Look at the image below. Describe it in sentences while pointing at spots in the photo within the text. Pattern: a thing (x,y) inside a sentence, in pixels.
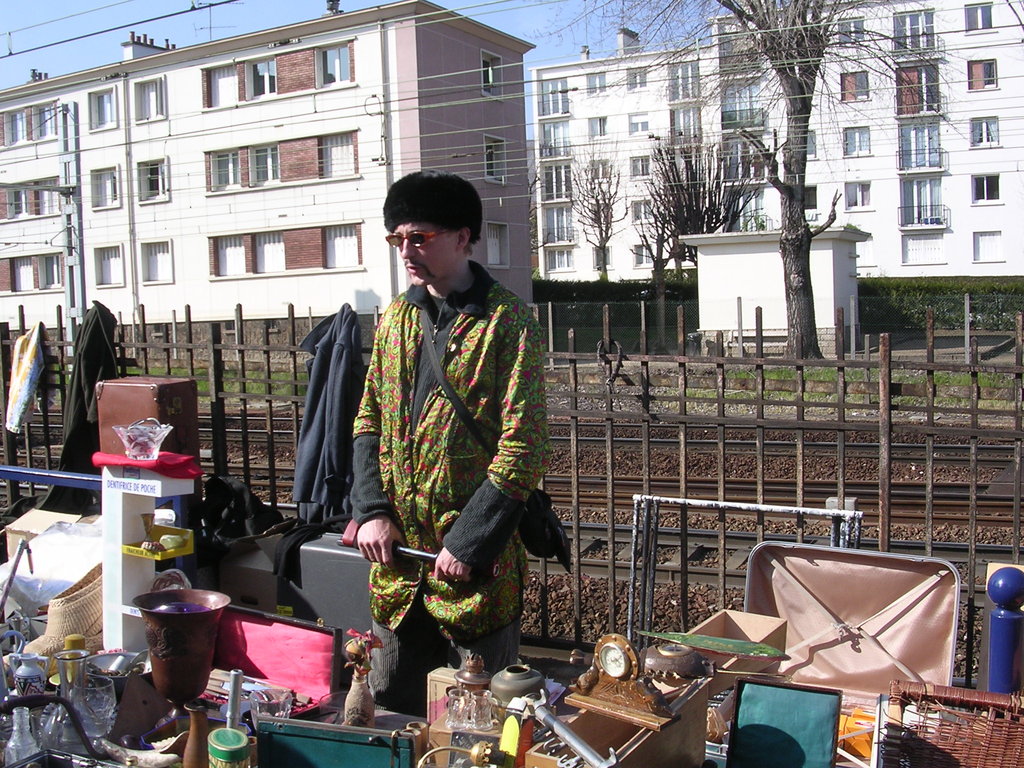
In the center of the image (511,422) there is a person (476,489). At the bottom of the image (464,698) there are objects (57,570). There is a fencing (603,415). In the background of the image (637,99) there are buildings (422,83). There is a tree (797,189). There is a railway track (717,440).
